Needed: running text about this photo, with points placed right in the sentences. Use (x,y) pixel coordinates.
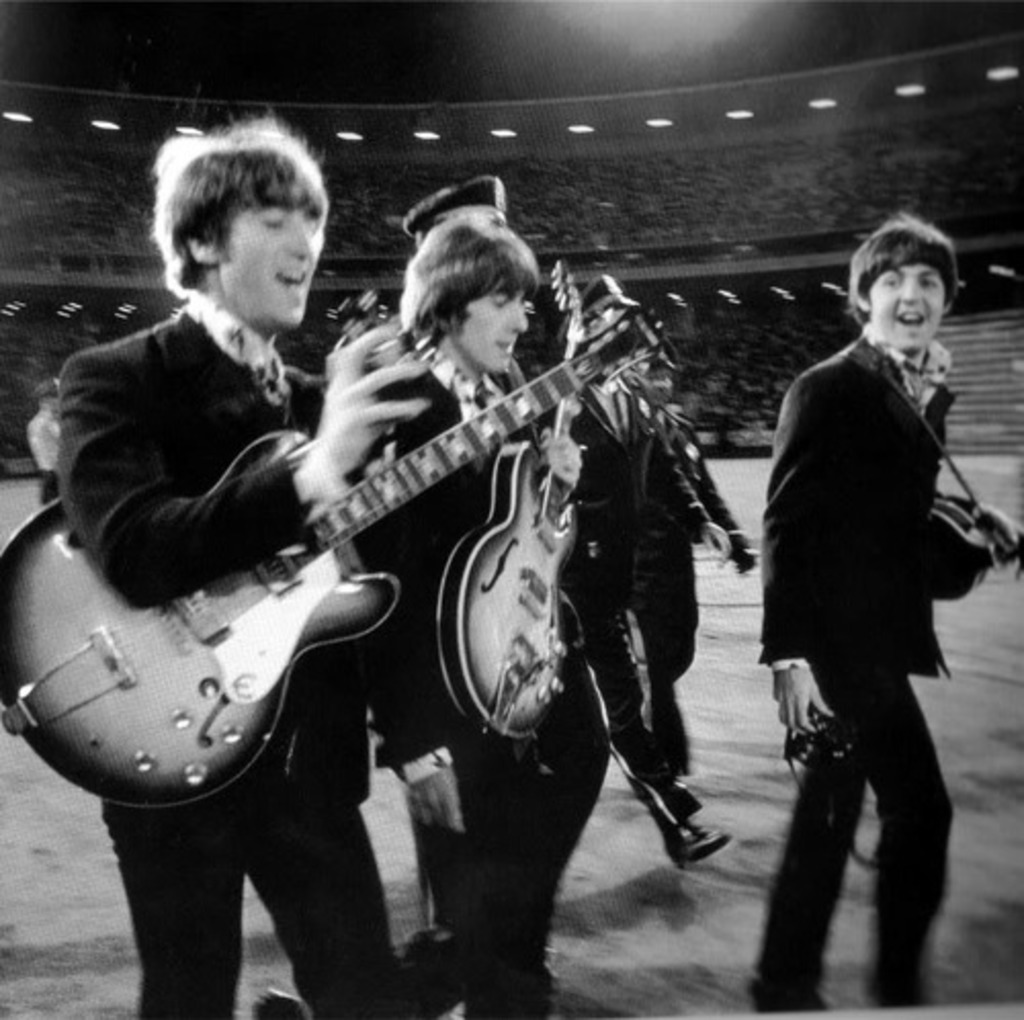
In this image i can see few man (835,565) playing the musical instruments (480,539) at the back ground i can see a light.
